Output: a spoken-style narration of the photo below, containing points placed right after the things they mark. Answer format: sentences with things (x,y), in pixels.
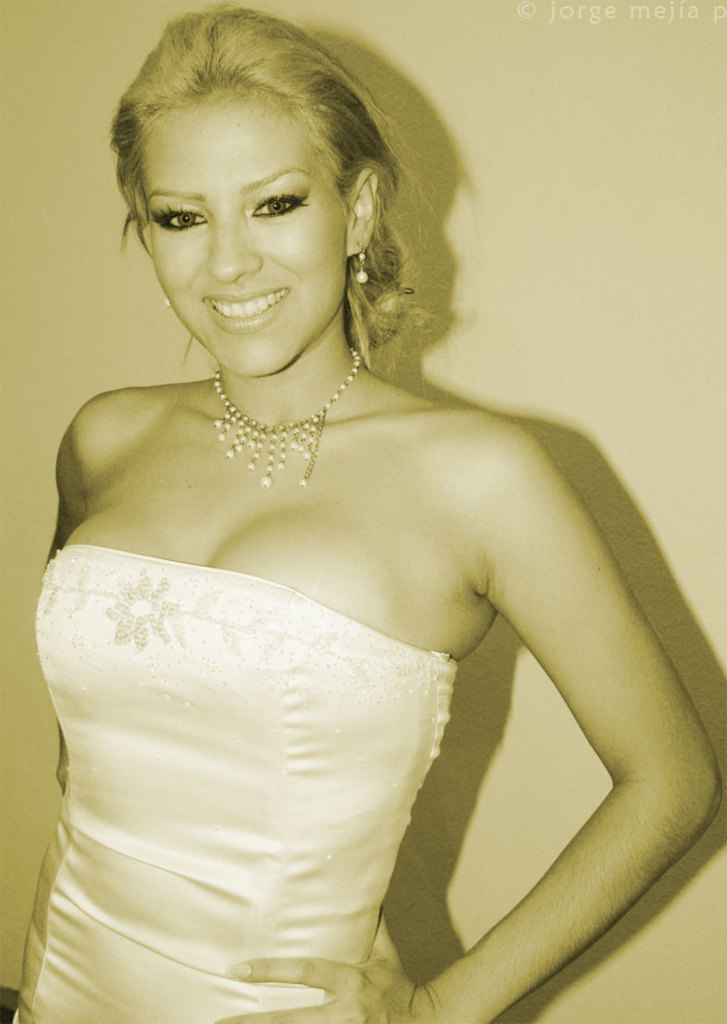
In this image we can see a woman (237,399) is standing and smiling. In the background (539,433) we can see the shadow (539,433) of her on the wall (655,490).
